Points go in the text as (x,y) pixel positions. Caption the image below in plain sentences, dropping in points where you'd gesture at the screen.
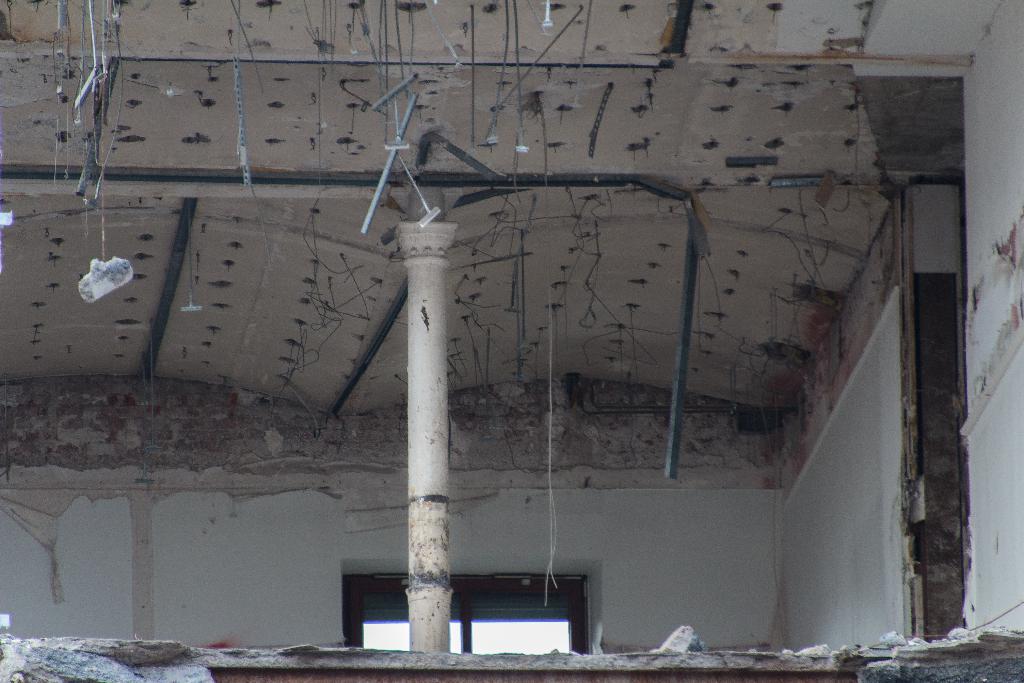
In this picture I can see the walls (654,473) and I see a pillar (418,370) in front (421,388). In the center of this picture (549,229) I see the ceiling (693,105), on which there are few wires (398,116) and other things (289,177). In the background (352,626) I can see the windows (365,619).
